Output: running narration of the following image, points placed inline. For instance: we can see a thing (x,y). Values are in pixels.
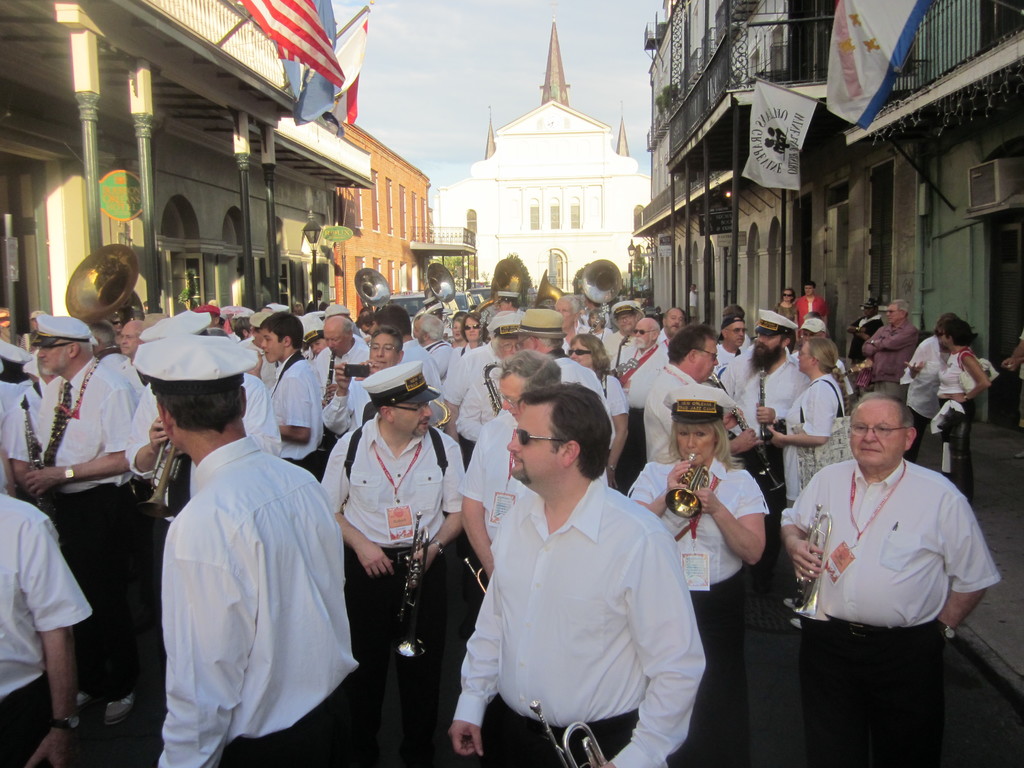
In this image we can see many people (491,492) and they are holding some objects (690,506) in their hands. We can see a lady (736,507) is playing a musical instrument (680,485). There are many buildings (517,208) in the image. There are few flags (786,99) at the either sides of the image. We can see the sky (441,80) in the image.
